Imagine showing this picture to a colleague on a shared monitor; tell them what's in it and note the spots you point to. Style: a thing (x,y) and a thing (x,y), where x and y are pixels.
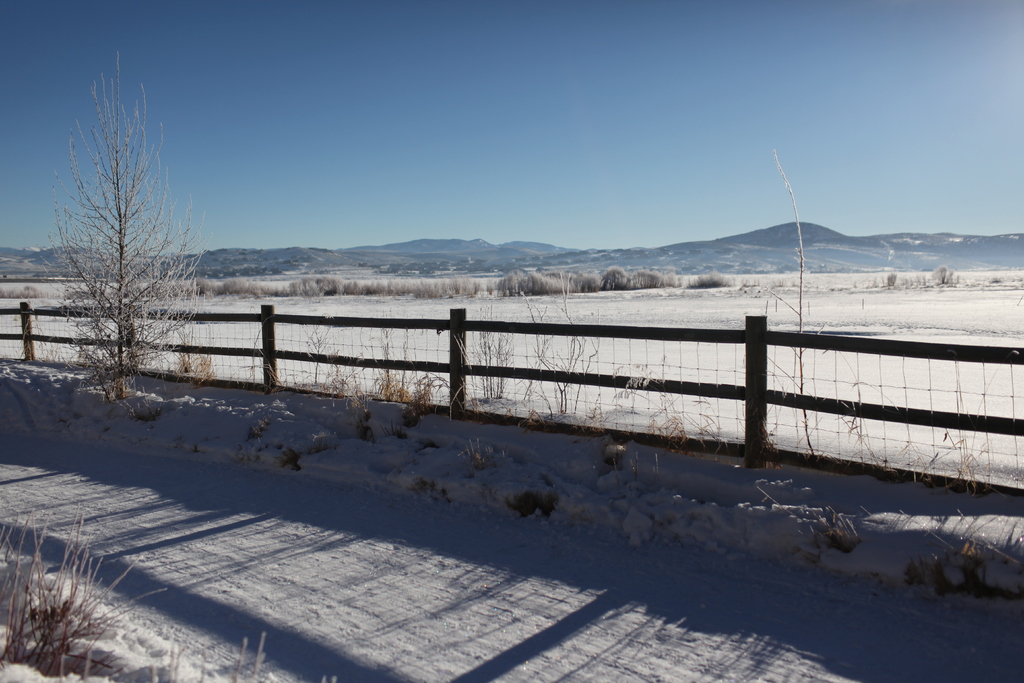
In this image there is snow (496,398) on the ground (386,430). In the center (440,322) there is a fencing (661,405). In the foreground (50,627) there are plants (48,599) on the ground (78,486). In the background (239,264) there are trees (469,293) and mountains (736,243). At the top (537,140) there is the sky (230,131).
